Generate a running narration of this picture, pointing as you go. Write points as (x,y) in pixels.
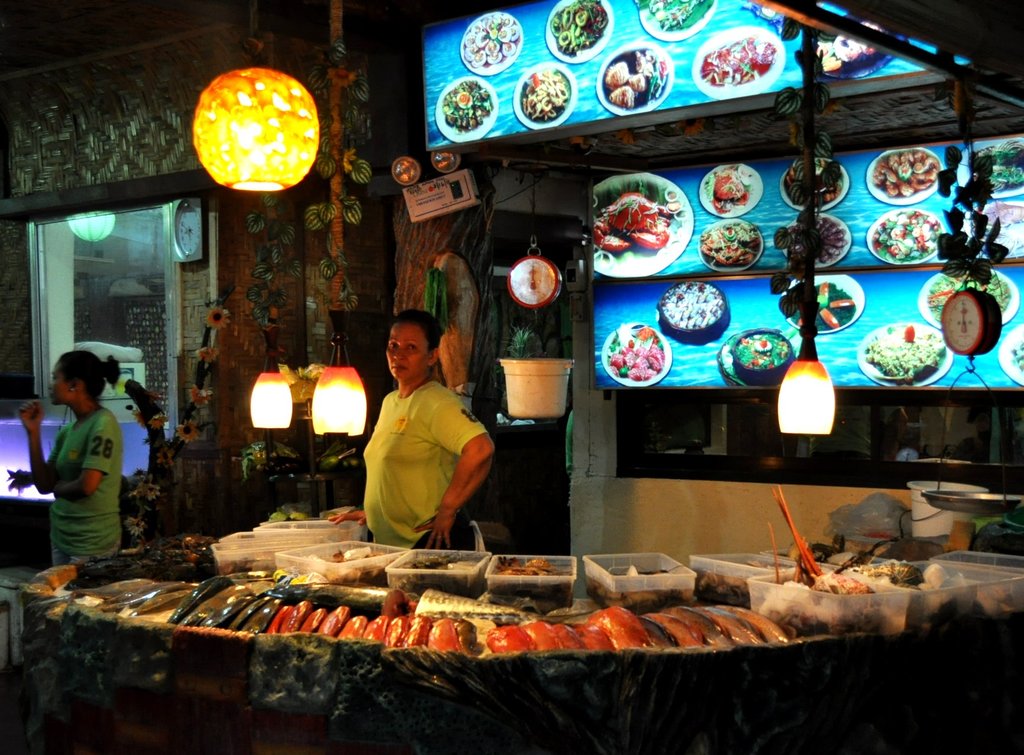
In the image there is a woman (400,438) in green t-shirt (400,438) selling fish (289,595) and meat (815,580), it seems to be clicked at night time, behind and above her there are lights (810,413) followed by label boards (788,166) in the background (625,290), on the left side (82,458) there is another woman (70,455) standing, behind her it seems to be building (160,325) with a clock (181,226) on the wall (204,271).
